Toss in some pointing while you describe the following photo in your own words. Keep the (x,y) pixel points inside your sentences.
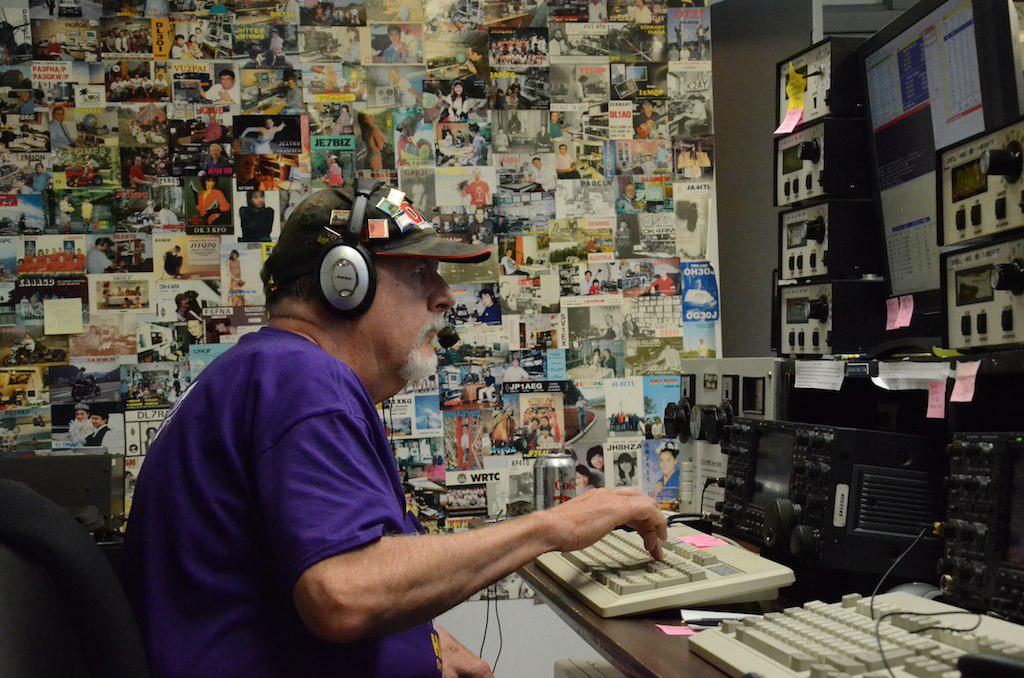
In this picture, we can see a person (369,410) with headset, we can see the wall (741,253) and some posters (412,175) with some text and some images (460,355) on it, and we can see some electronic devices (873,208), screen (879,156), wires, and we can see the table (643,624) and some objects (692,567) on it like keyboards (816,609), tin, and we can see some object (83,559) in the bottom left corner (25,669).
